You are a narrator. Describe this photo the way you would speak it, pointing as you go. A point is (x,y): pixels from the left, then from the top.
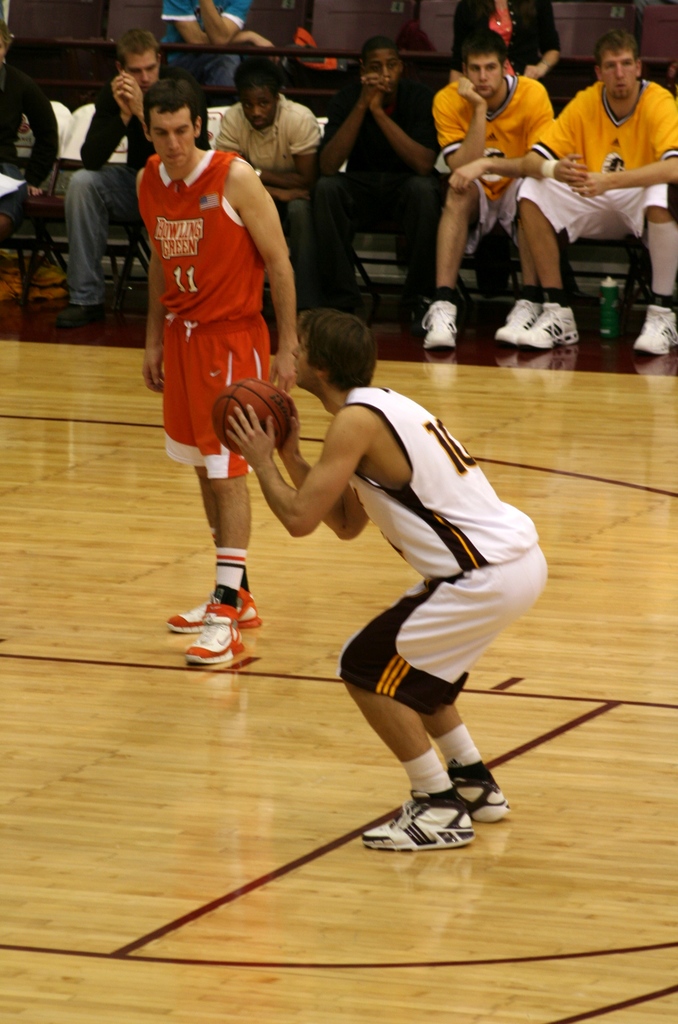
In this image there is a person (424,470) standing and holding a ball (289,407) in his hand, beside him there is an another person (183,373) standing. In the background (578,122) there are few spectators (503,115).
